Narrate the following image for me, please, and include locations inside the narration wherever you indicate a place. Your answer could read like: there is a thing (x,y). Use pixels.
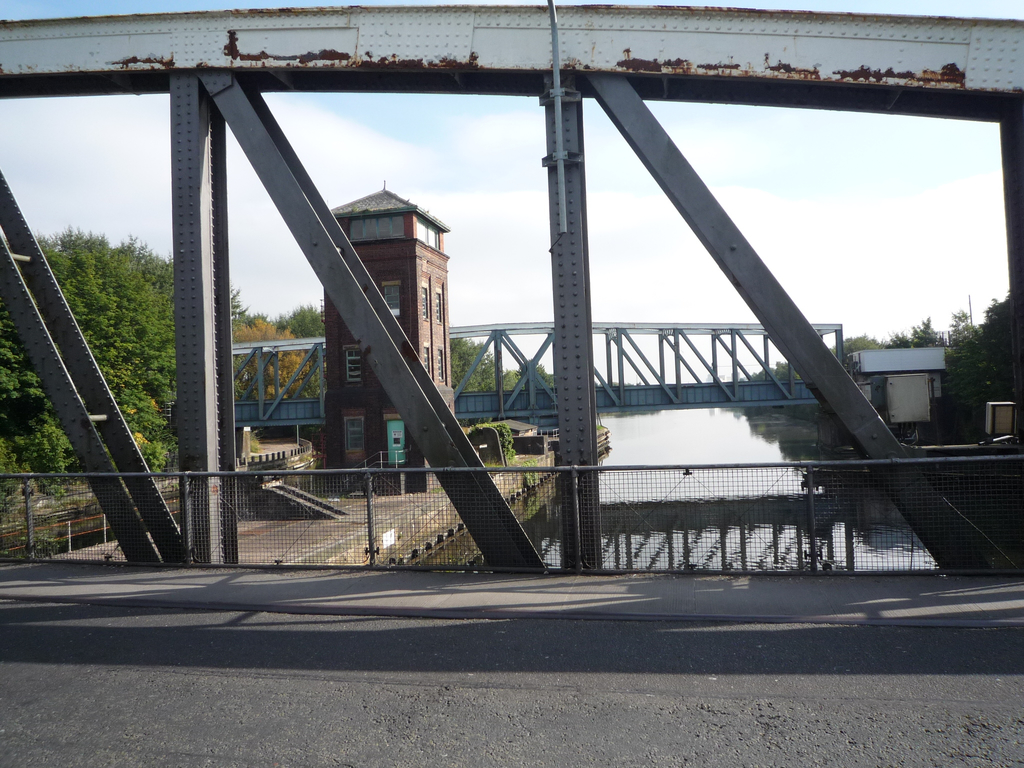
In this image there is a bridge (860,668), on either side of the bridge (1002,639) there are trees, in the background (661,346) there is another bridge (741,395) under that bridge (729,386) there is water (678,447), beside the bridge (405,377) there is a house (406,222) and there is a sky (728,112).
